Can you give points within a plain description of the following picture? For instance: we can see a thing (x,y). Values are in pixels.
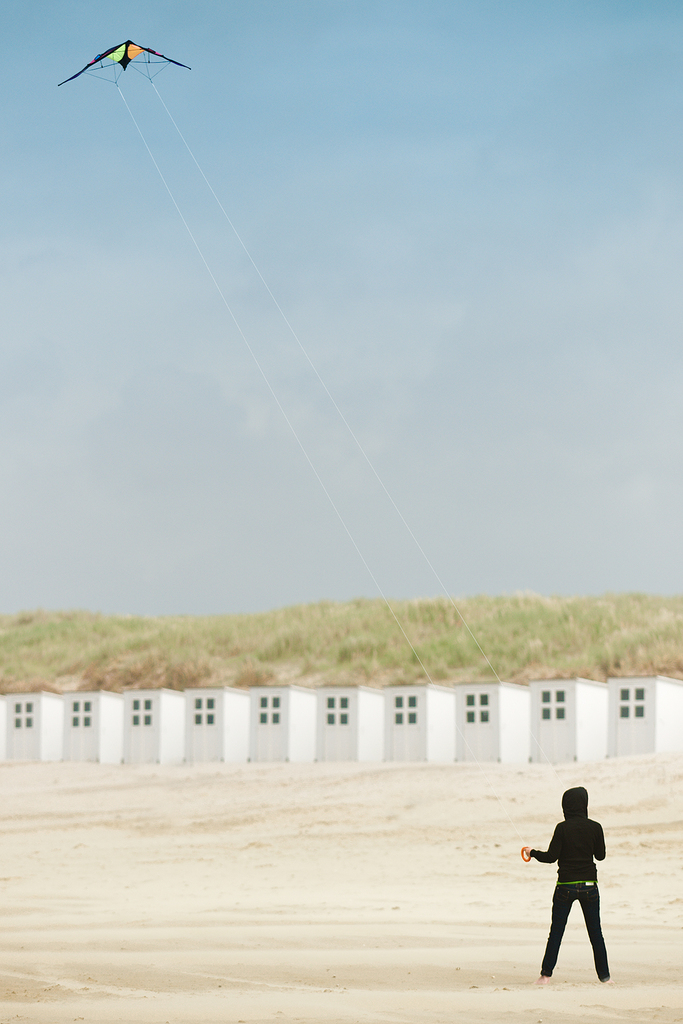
In this image we can see a person (555,848) standing on the sand (434,954) and flying the kite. In the background (405,702) we can see the beach huts (441,712). We can also see the grass (572,646). Sky (417,129) is also visible.
